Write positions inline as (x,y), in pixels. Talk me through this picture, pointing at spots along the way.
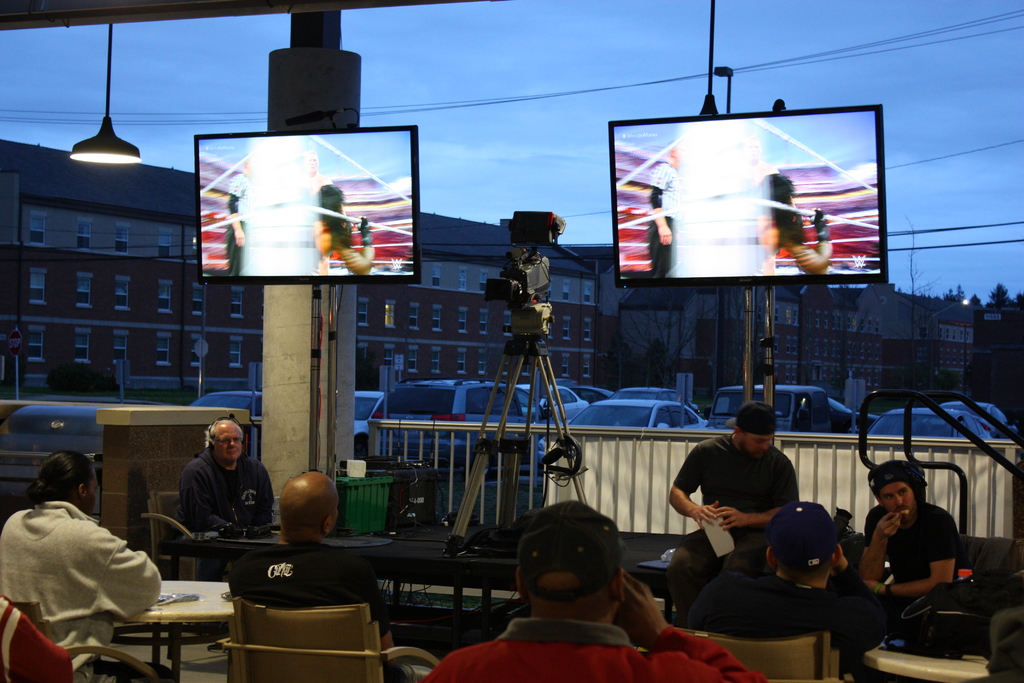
In this image I can see group of people (643,658) sitting. I can also see a camera (521,301) and two screens (662,266), background (970,288) I can see few vehicles (961,414), buildings (464,344) and trees (1022,298), and the sky (967,276) is in blue color.
